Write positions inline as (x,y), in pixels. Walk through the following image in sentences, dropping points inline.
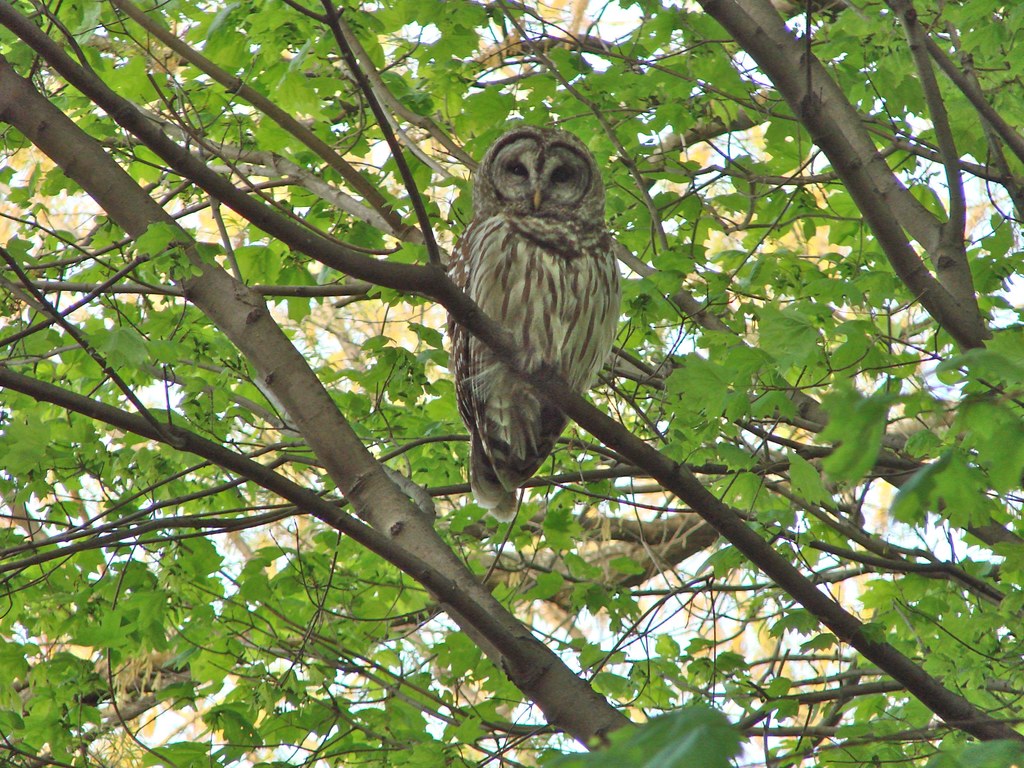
In the picture I can see an owl bird (586,187) on the branch (642,447) of a tree (428,466). I can see the branches (846,144) and green leaves (701,375) of a tree (749,164).
